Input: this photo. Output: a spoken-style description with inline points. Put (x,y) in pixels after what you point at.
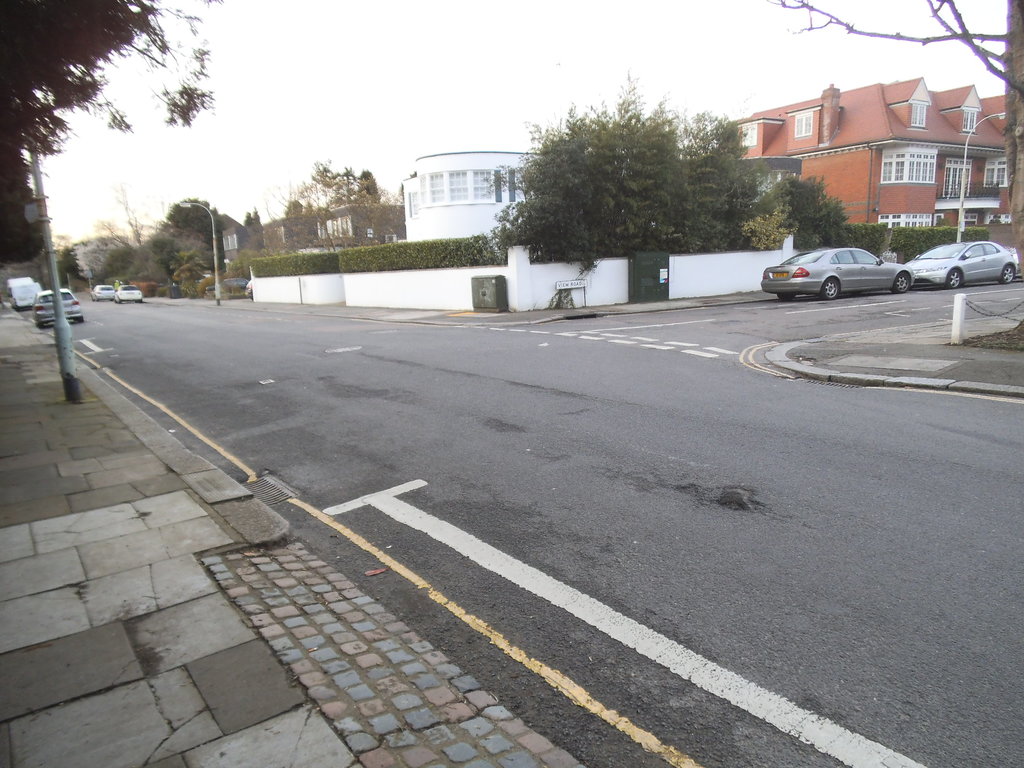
In this picture I can see there is a road (187,357) and there are some cars (81,319) parked on the road (173,319) and in the backdrop (75,209) there are buildings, plants (590,232), trees (10,178) and the sky (419,94) is clear.
